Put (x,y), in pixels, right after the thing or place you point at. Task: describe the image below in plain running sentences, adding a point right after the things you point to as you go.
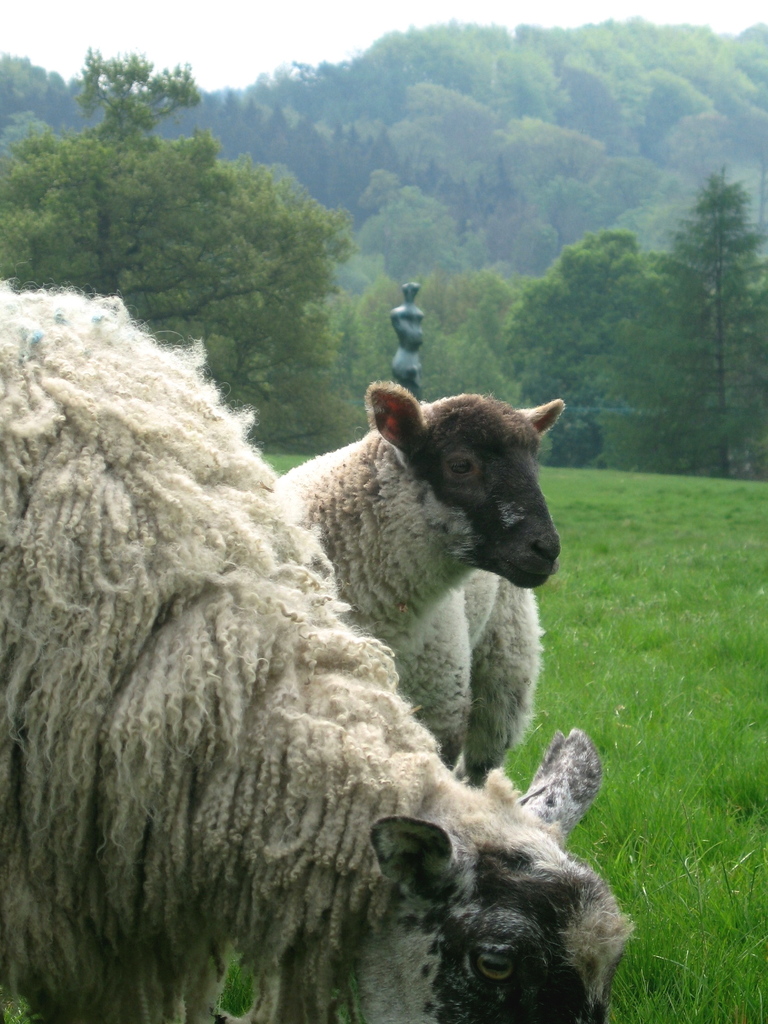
In this image we can see two sheep (284,808) on the grass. In the background (363,361), we can see the pole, trees (430,287) and the sky (169,62).
